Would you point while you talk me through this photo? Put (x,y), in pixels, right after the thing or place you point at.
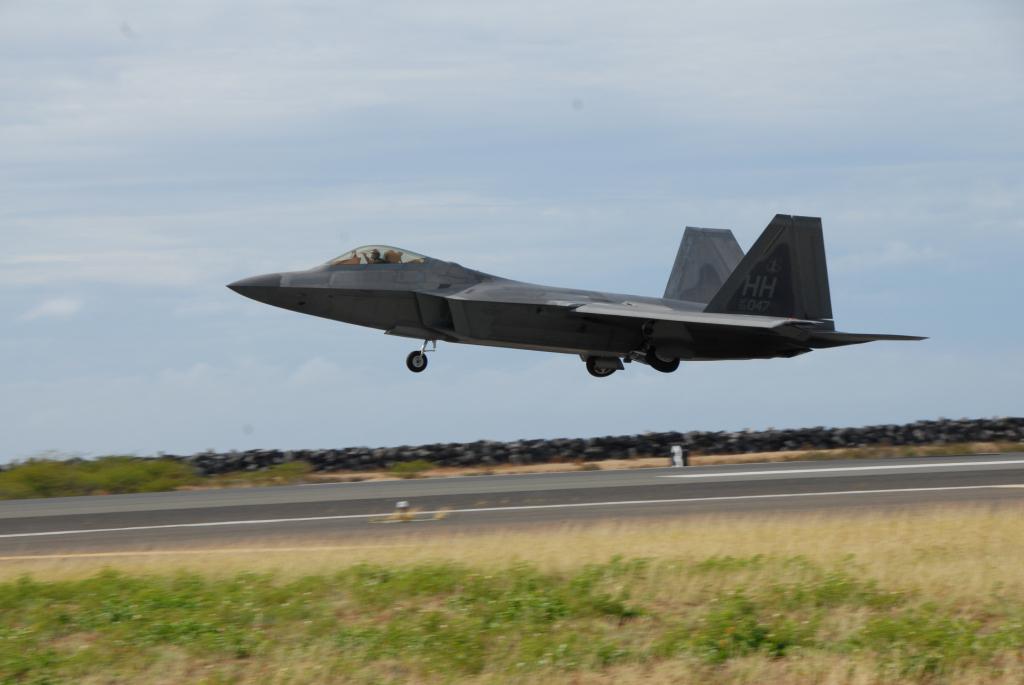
In this picture we can see an airplane (779,281) flying, grass (402,574), wall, road (511,509) and in the background (647,79) we can see the sky (215,230) with clouds (165,191).
